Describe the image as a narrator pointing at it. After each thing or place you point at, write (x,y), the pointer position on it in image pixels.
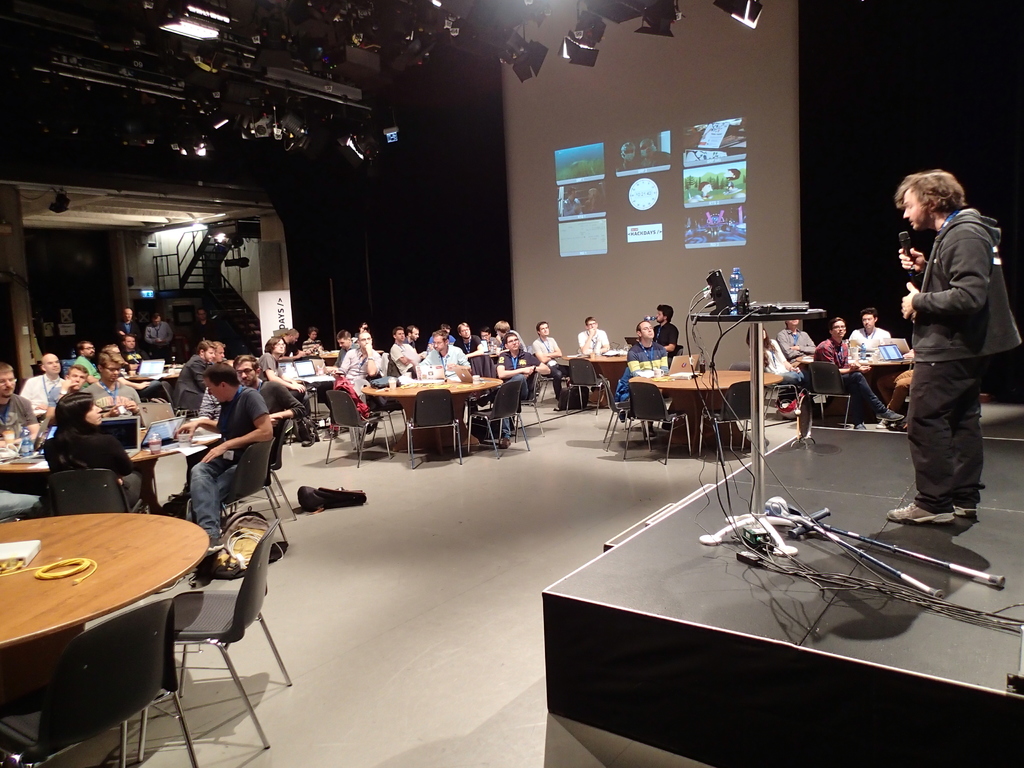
In the image in the center (364,323) we can see group of people (193,402) are sitting on the chair (388,450) around the table (146,537). On table (168,538), we can see laptops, box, wires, bottles (151,443) etc. On the right side (1005,468) we can see stage (791,621). On stage (722,621), we can see one person (982,282) standing and holding microphone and we can see stand (759,346), extension box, wires (869,584), bottle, walking sticks (797,533) etc. In the background (854,154) there is a wall (48,300), curtain (323,272), pillar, screen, lights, staircase (200,248), backpacks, door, roof (211,214), banner (271,331) and few other objects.
